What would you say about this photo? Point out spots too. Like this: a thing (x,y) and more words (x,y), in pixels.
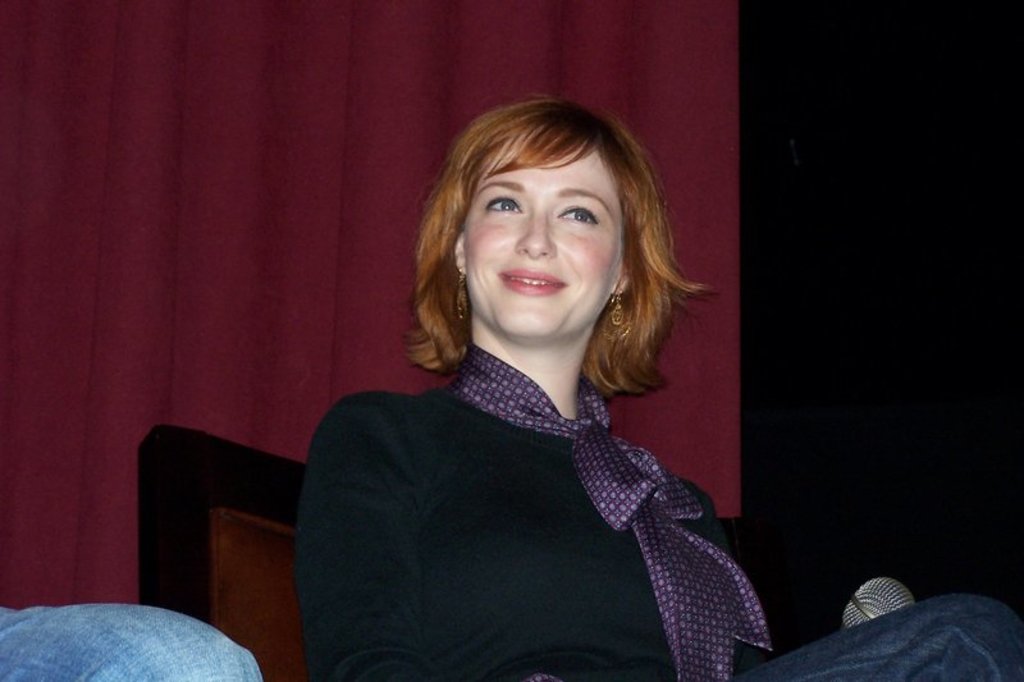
In this image we can see a woman (481,443) sitting on the chair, also we can see a mic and in the background (715,143) there is a curtain (288,383).
